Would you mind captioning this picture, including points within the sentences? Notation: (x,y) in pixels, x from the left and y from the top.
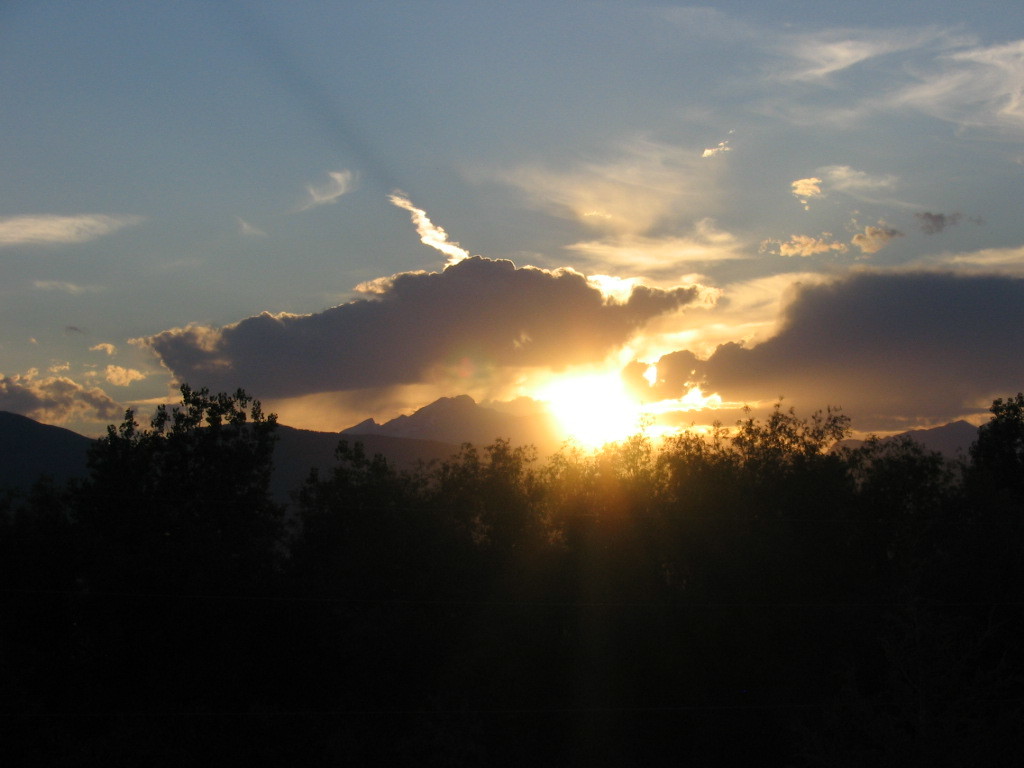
In the picture we can see some plants (529,615) and behind it, we can see hills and sky (311,298) with clouds (647,342) and sunshine (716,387).
